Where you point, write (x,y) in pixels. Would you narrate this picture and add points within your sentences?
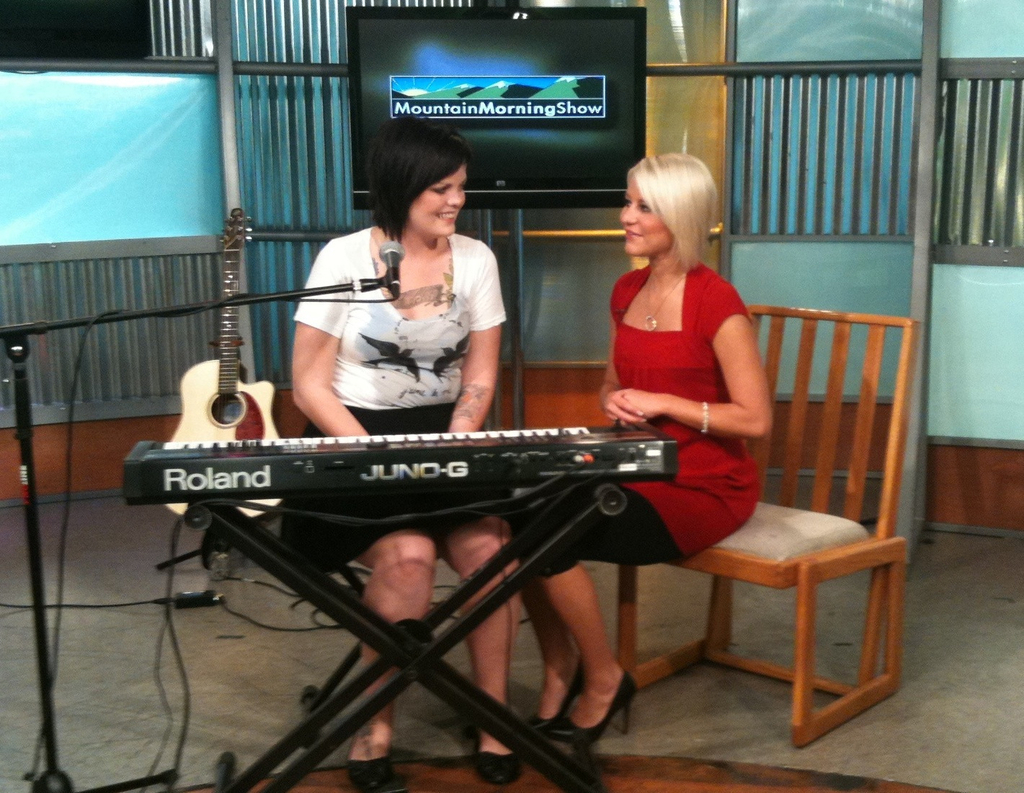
In this image there are chairs (809,543), people (714,335), musical instruments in the foreground (580,609). There is a floor (726,701) at the bottom (216,760). There is a wall (286,272) with screen (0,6) in the background (762,244).
